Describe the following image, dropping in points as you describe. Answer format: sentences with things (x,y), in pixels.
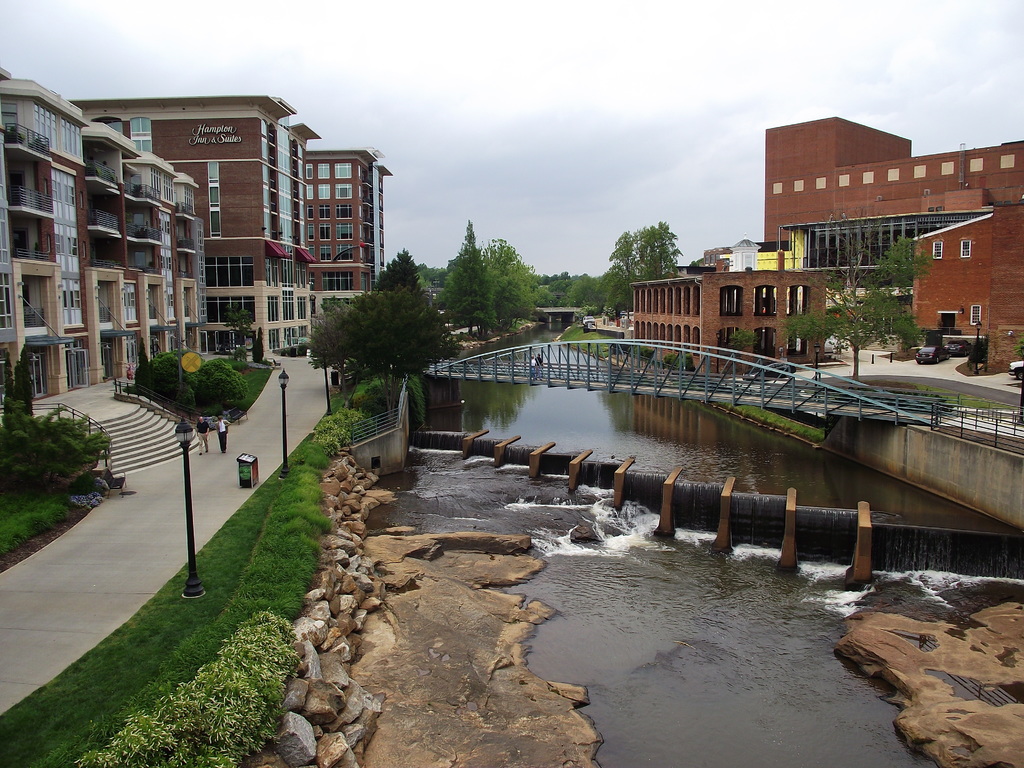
In this image we can see a group of buildings (323,280) with windows (345,287). We can also see a signboard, street poles (190,575), a staircase (140,424), some people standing on the pathway (209,531), a dustbin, some grass (240,553), plants (252,651), a group of trees (378,337), stones (349,608) and some vehicles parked on the ground (936,385). We can also see the water body (625,436) under a bridge (630,364), two persons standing on the bridge (888,402), a fence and the sky (567,162) which looks cloudy.
